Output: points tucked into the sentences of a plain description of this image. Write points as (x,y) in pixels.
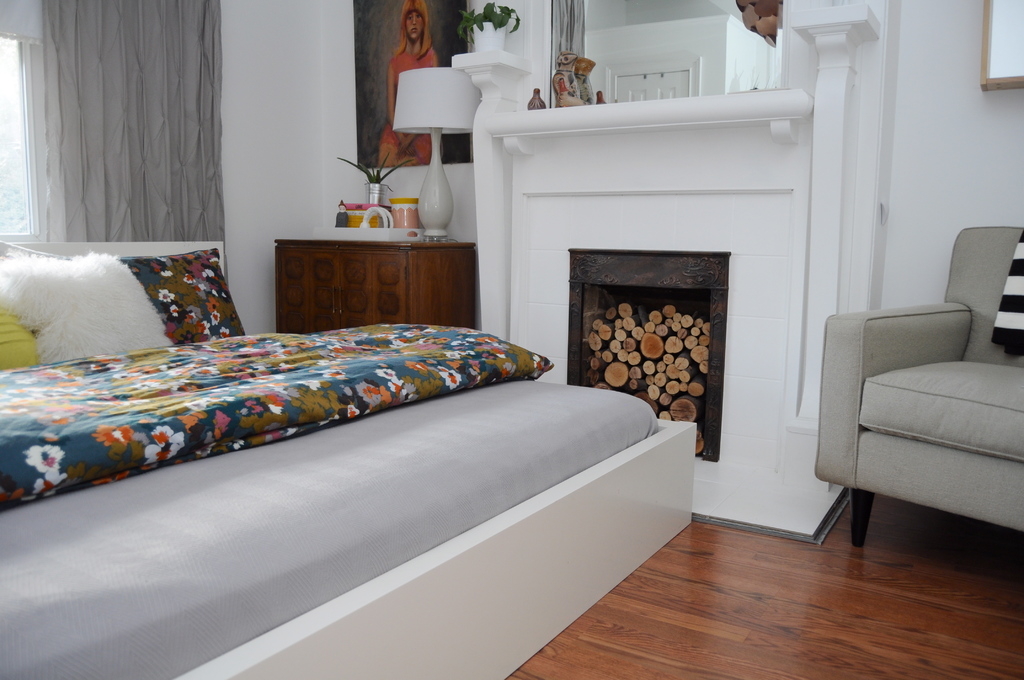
This picture is taken in a room (693,344). To the right side (992,371) there is a sofa (1003,382), to the left (117,344) there is a bed (404,538) with a colorful blanket (229,376). In the middle (346,239) there is a desk (338,311), frame (375,100) and a fireplace (488,205). On the desk (449,265) there is a lamp (432,199) and jars (381,206).
